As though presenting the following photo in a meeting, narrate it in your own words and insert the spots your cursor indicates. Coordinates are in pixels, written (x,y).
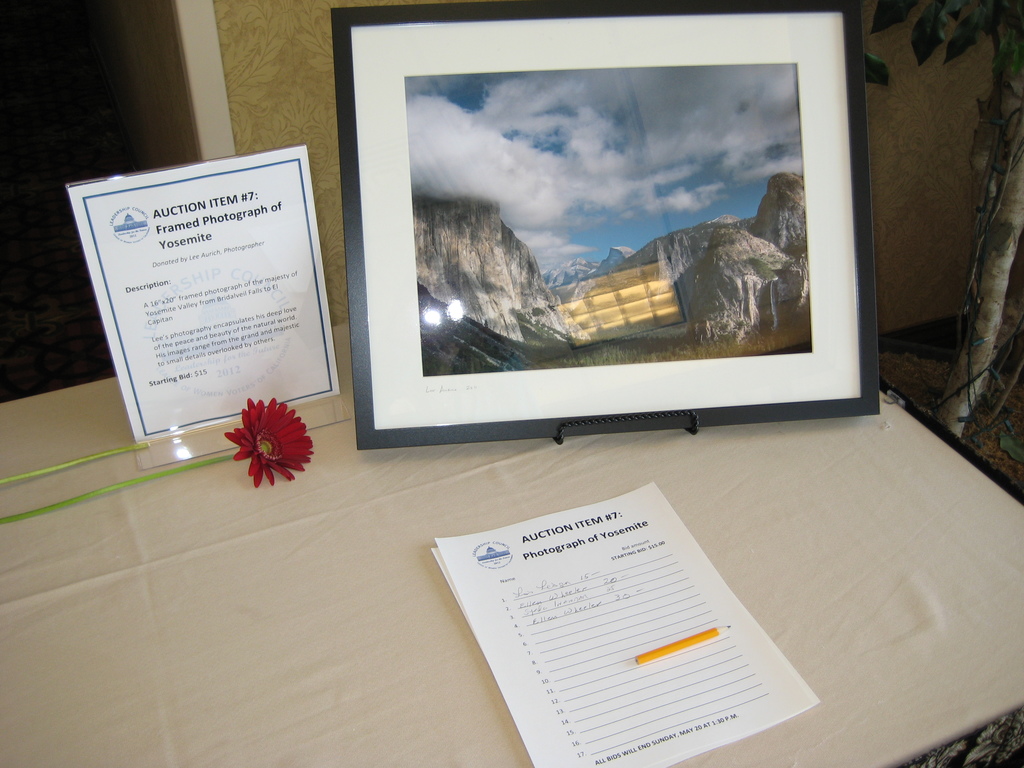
In the center of the image (366,482) there is a platform (264,573). On the platform (264,573), we can see a frame (402,111), papers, one pencil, flower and one board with some text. On the frame (634,232), we can see the sky (671,144), clouds (675,198), hills (523,281) and grass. And we can see the lights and some object reflection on the glass (732,240). In the background (234,91) there is a wall (980,82), stem (1002,76) and leaves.
